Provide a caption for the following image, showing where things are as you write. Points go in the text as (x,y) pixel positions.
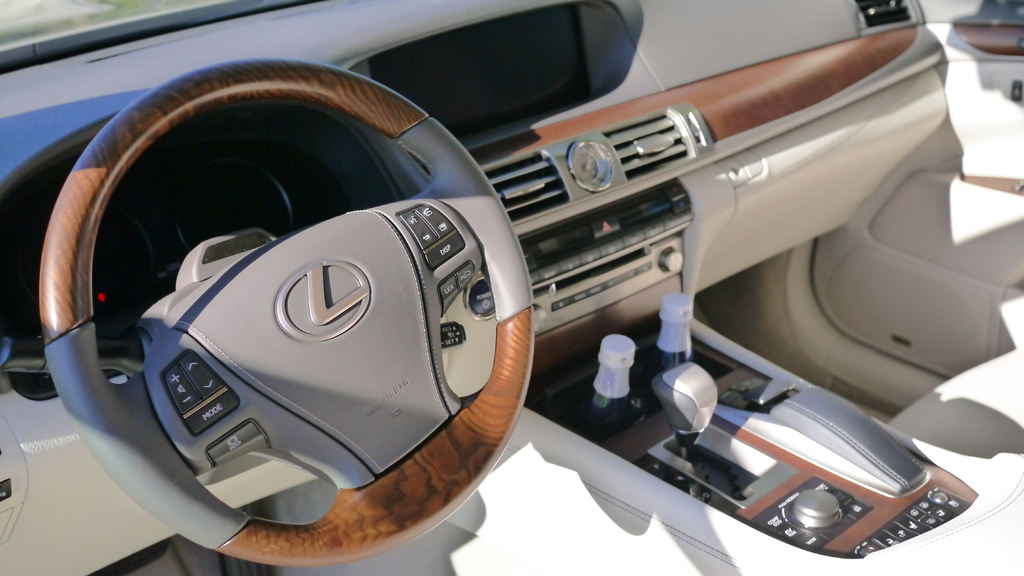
This picture consists of inside view of car (963,178) and I can see steering (465,278) and bottles (610,372) and buttons (470,281) visible.
